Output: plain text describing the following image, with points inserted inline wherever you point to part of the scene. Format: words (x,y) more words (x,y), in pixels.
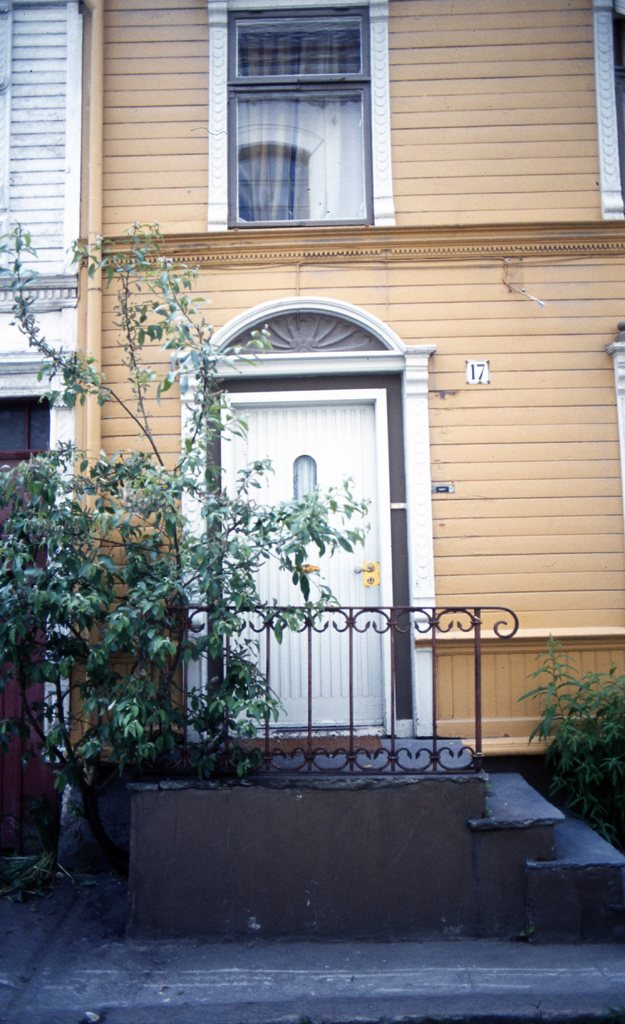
In this picture we can see a building (503,532) here, there is a door (321,442) and a glass window (307,155) here, on the left side (90,705) there is a tree (56,542), we can see stairs (538,826) here.
